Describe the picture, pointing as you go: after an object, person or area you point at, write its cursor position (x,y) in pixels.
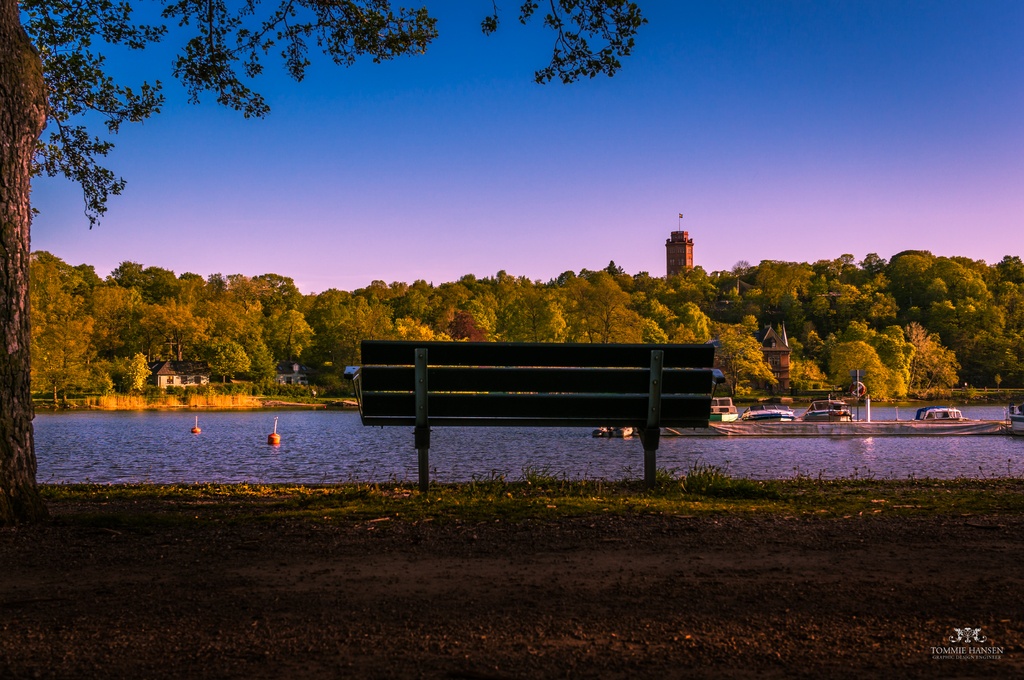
In this picture I can see trees (203,285) and few boats (822,401) in the water (714,448) and I can see few houses (279,369) and a building (672,247) and I can see a bench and text (974,656) at the bottom right corner of the picture (967,627) and I can see blue sky (573,139).
